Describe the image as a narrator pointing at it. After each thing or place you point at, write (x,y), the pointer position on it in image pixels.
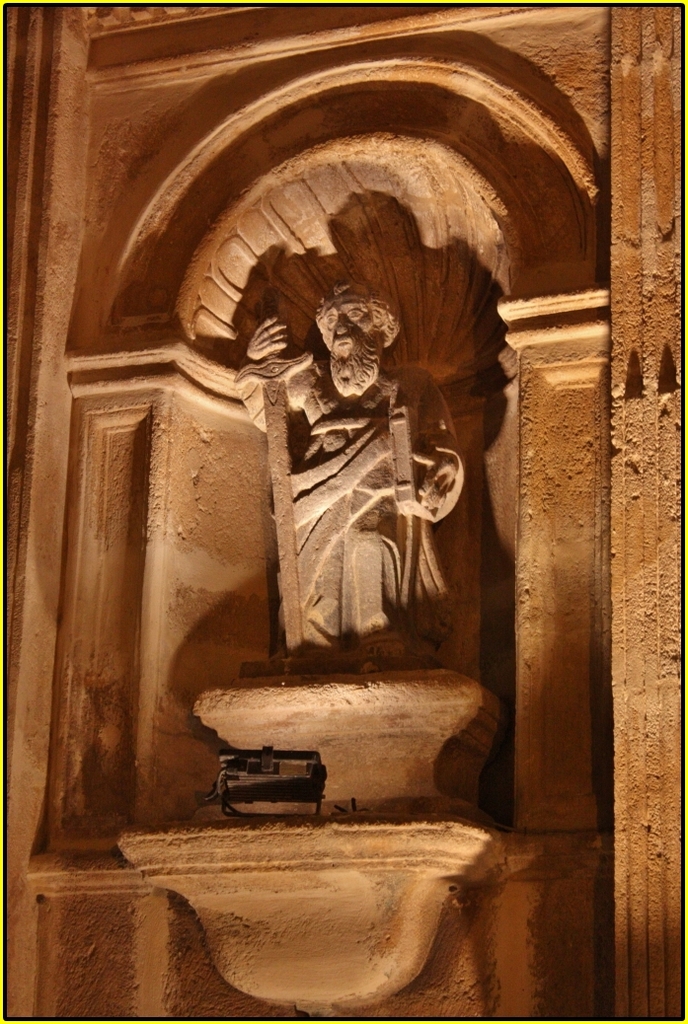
In this picture we can see the statue (376,495) of a person (324,436) holding a sword (296,628) in his hand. There is a black object (235,763) and a few things (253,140) are visible on the wall (455,598).
